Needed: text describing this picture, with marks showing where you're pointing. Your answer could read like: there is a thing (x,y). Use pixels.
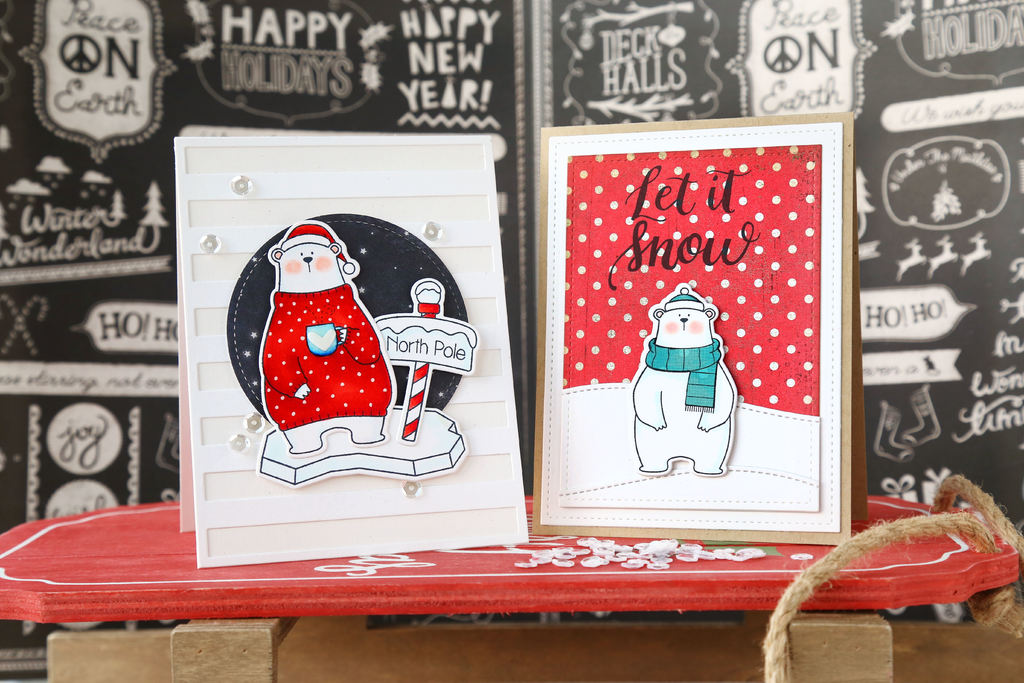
In the image in the center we can see one table (430,596). On the table (328,581), we can see frames (390,345), rope (883,530) etc. On one of the frame (559,376), it is written as "Let It Snow". In the background (840,20) there is a banner (471,58).
